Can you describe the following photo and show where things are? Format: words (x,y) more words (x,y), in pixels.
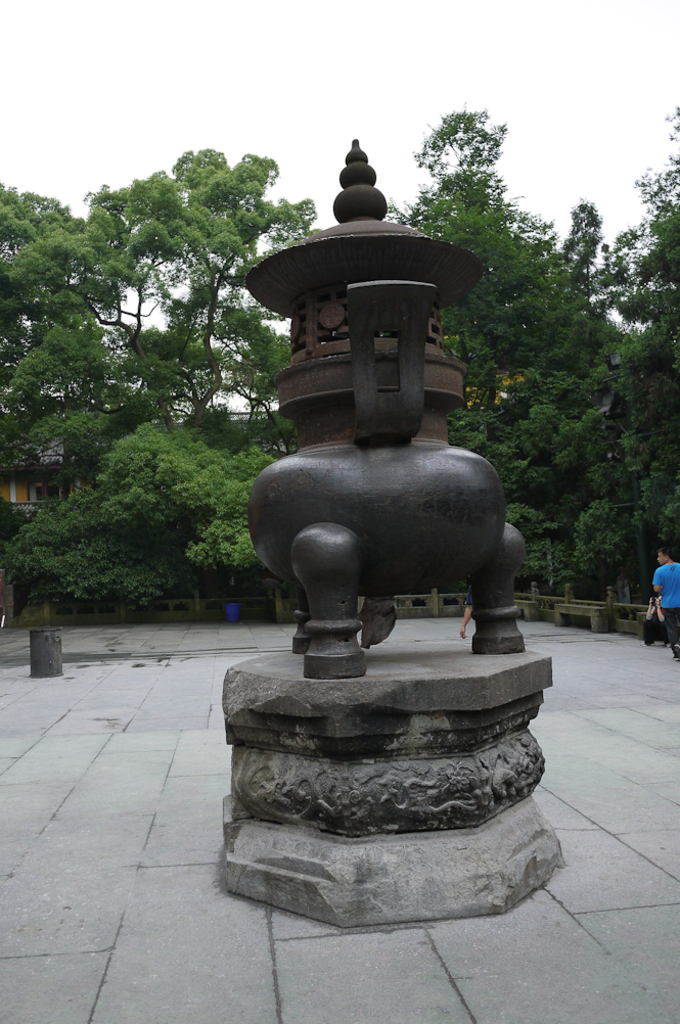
In this image I can see a statue (358,544) which is black in color, the floor (143,855) and a person (675,593) wearing blue colored dress (669,587) is standing. I can see few trees (631,570) which are green in color, a building (73,493) and the sky (410,87).
